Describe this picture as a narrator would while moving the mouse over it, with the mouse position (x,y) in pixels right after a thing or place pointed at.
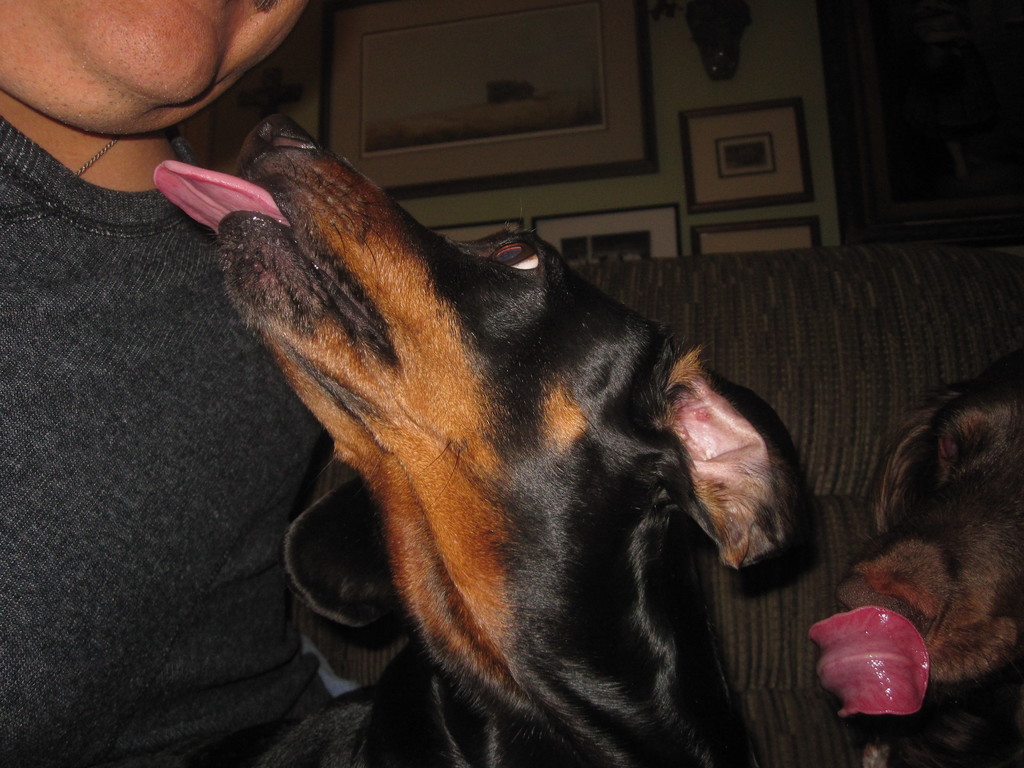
In this image I can see a person (31,327) and two dogs (576,555). At the back of these there is a couch (831,389). At the top of the image (644,113) there are few frames (628,174) attached to the wall (774,59).
